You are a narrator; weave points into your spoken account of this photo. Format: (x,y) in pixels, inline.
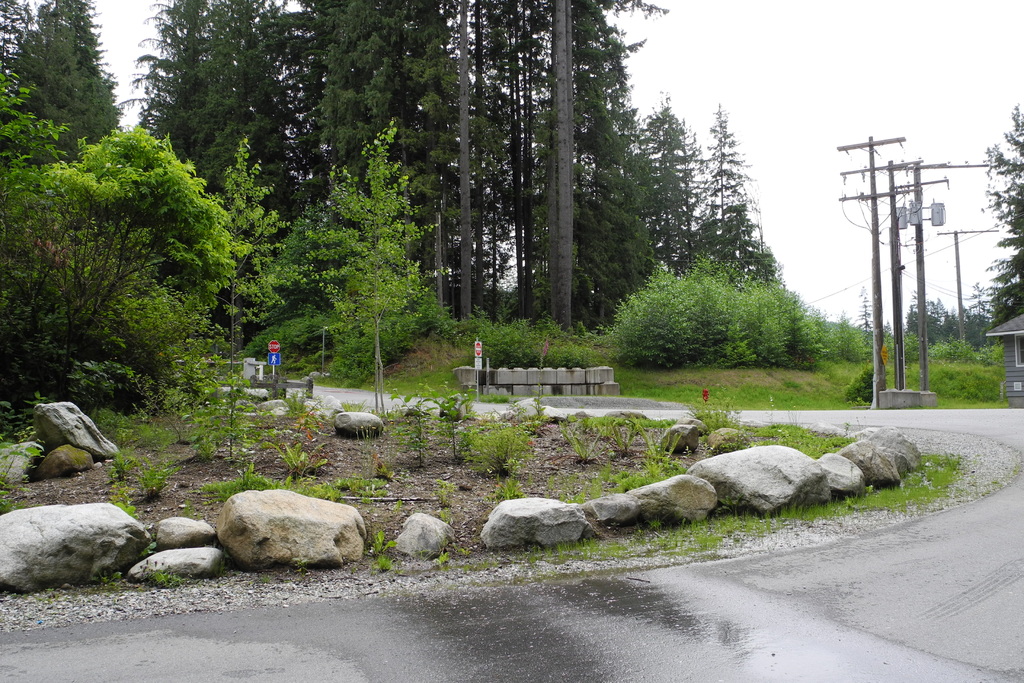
In this image, I can see trees (391,151) and small plants (478,454). These are the rocks (120,557). These look like current poles (898,260). I can see small bushes (868,375). This is the road (490,625). I think these are the sign boards (278,361), which are attached to a pole (272,368).
